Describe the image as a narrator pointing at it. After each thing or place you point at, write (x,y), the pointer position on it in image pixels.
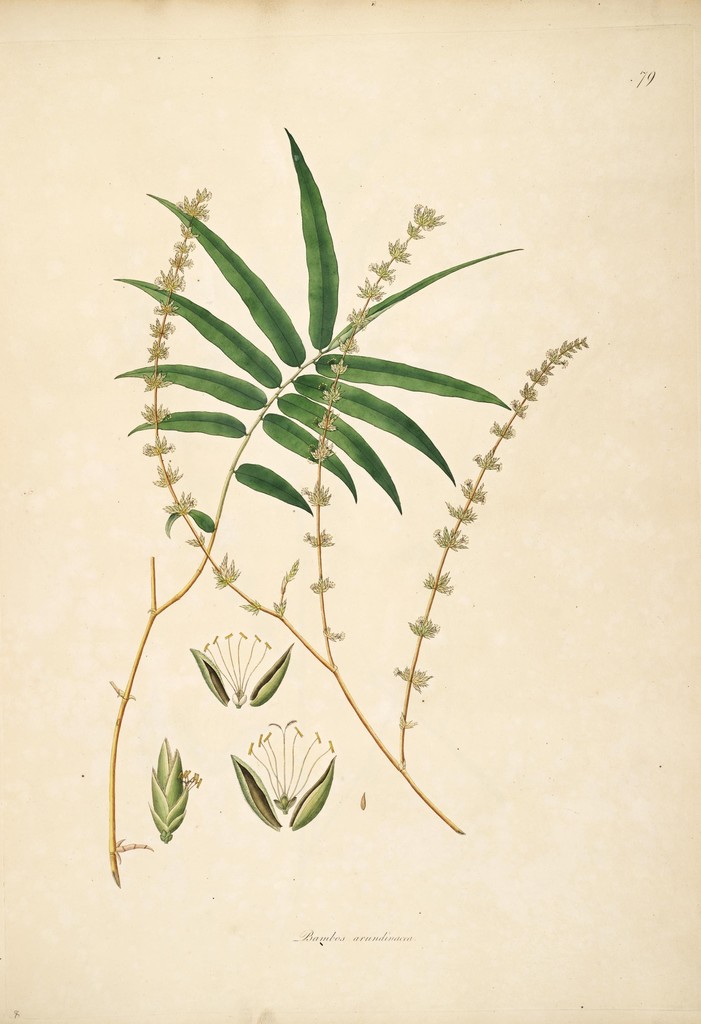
This is a printed picture we see leaves (128,373) on it.
